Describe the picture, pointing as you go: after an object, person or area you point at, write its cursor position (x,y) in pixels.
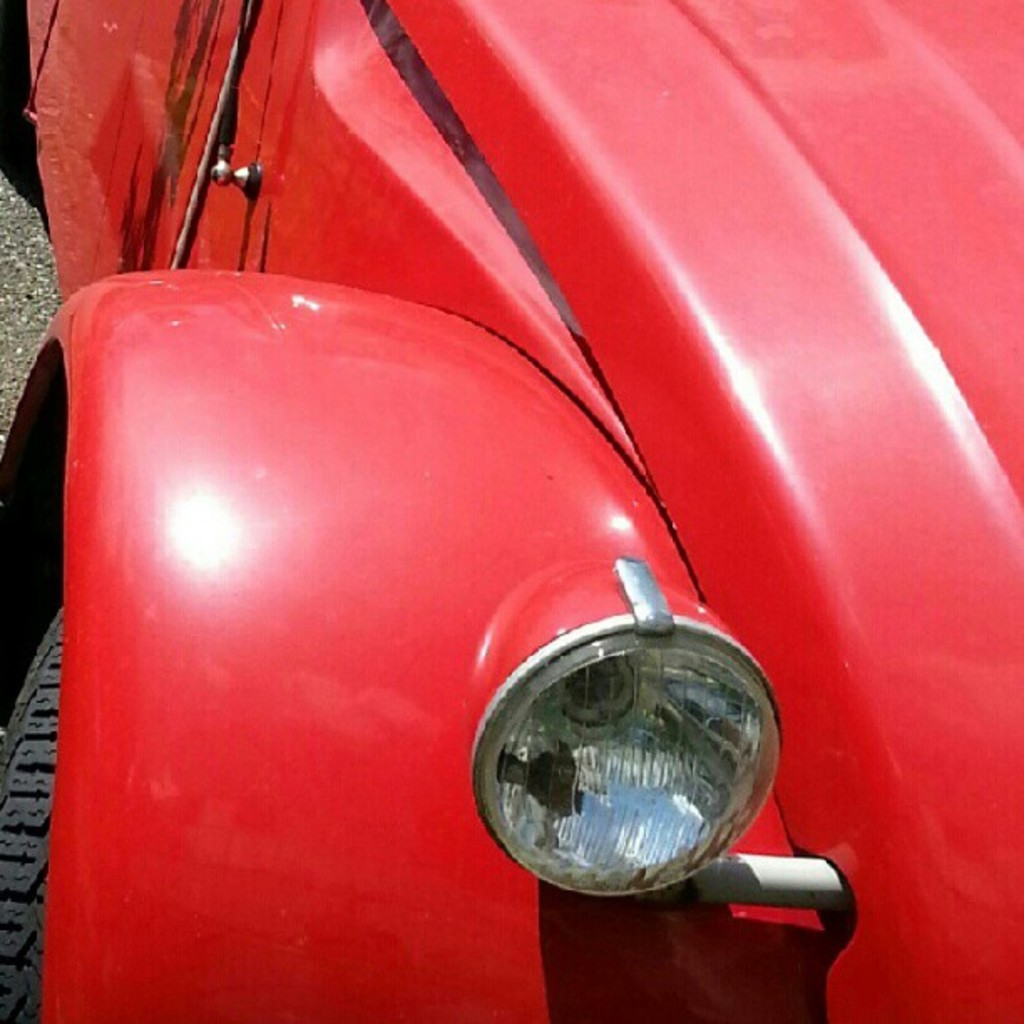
In this picture we can observe a red color car (462,478). On the right side (846,269) there is a bonnet (896,275). We can observe a headlight (673,734). On the left side (33,786) there is a tire (45,886). The car (72,142) is on the road (29,280).
